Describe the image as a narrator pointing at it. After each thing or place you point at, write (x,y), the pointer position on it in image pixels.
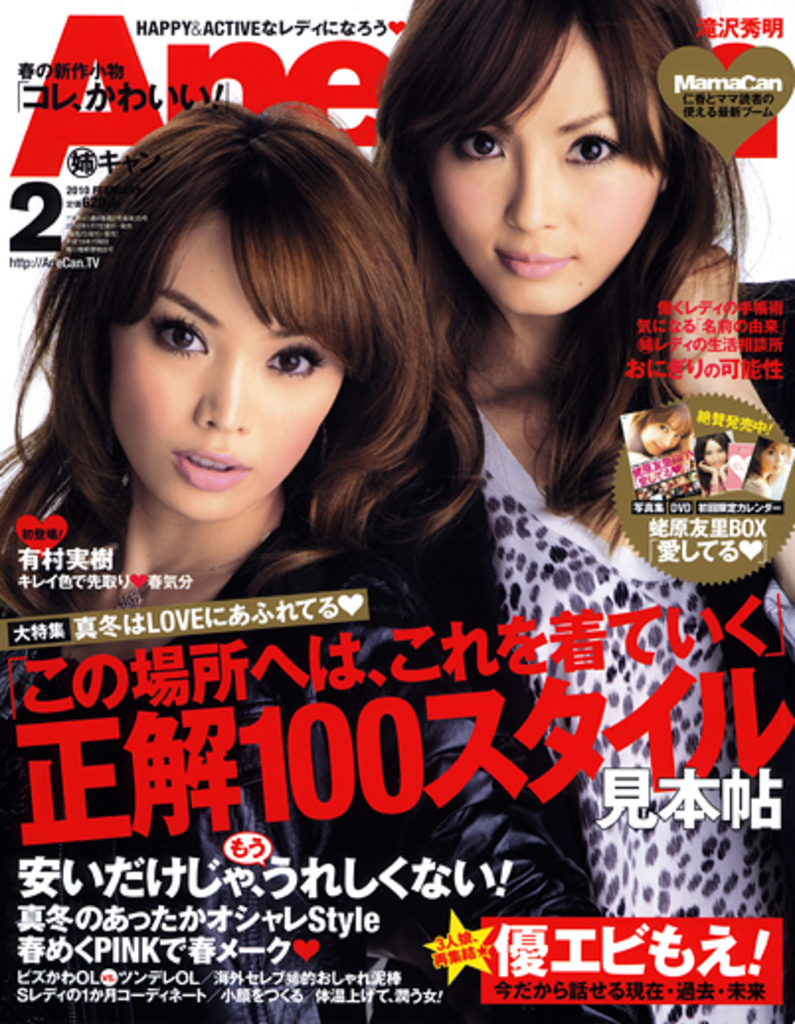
This image consists of a poster (322,631). In which there are two women (378,289). At the bottom (206,750), there is a text (272,612). On the right (747,902), the woman (722,906) is wearing a white dress (673,834). On the left (199,837), the woman (199,837) is wearing a black dress (274,594).
